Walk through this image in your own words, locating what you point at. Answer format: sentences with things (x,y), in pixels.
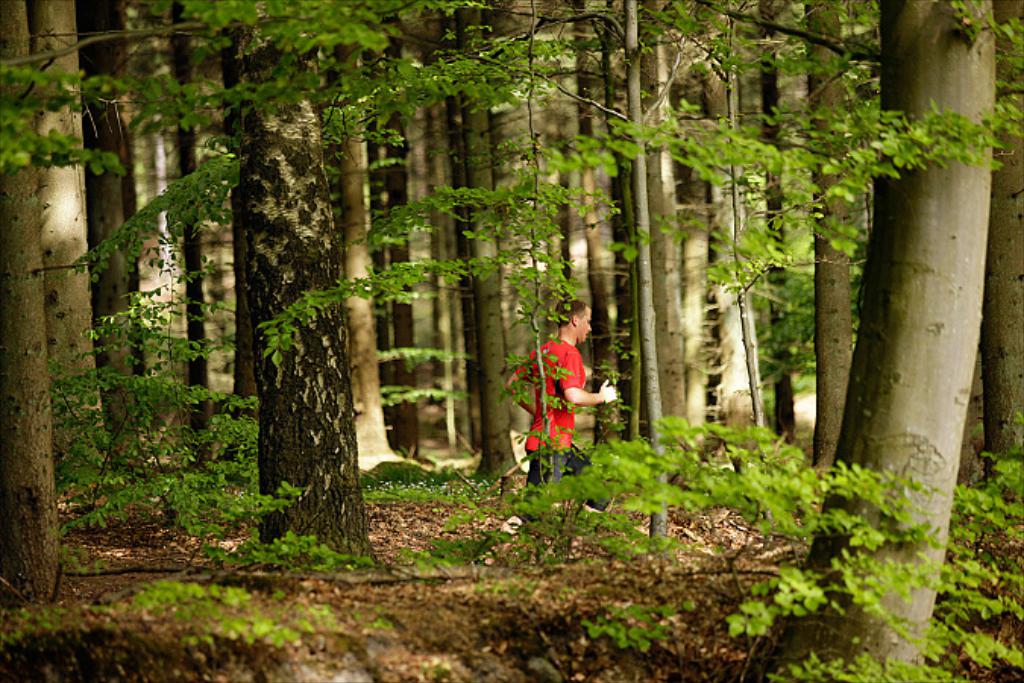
In the image there are many big trees (349,421) and also there are small plants (480,495). In the middle of the trees (594,285) there is a man (538,426) running.
